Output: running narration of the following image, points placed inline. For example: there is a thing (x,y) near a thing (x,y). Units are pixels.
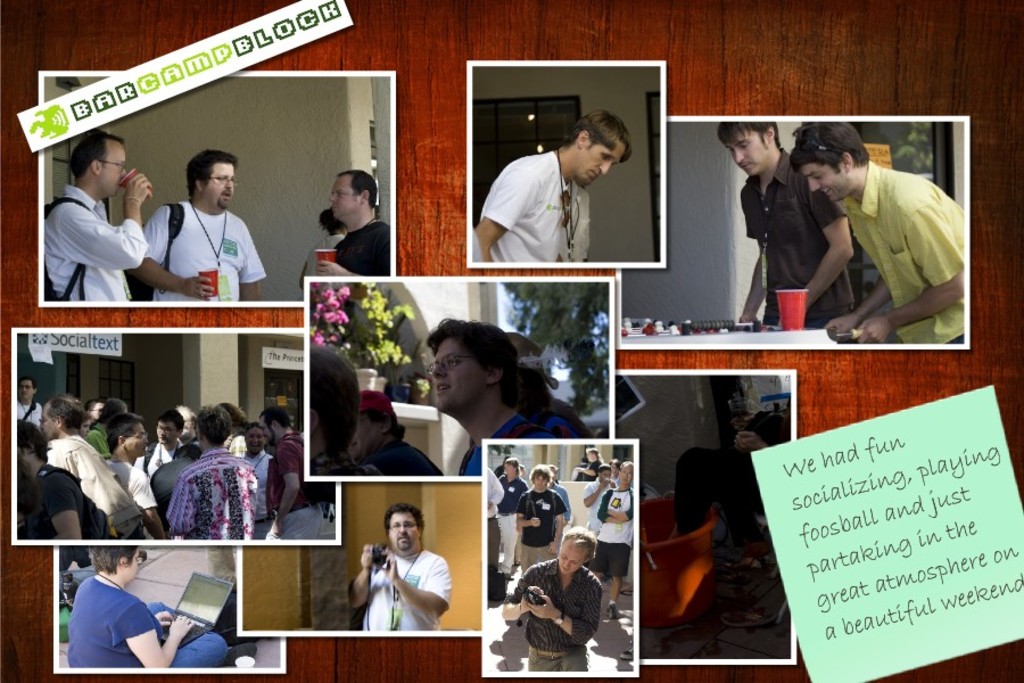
This picture is an edited picture. In this picture there are different photographs (270,289) of people (440,394). On the top left (268,189), there is a photo (240,129) with people (134,196) holding glasses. Beside it there is a photo (616,153) of a man (524,171). Towards the right (776,232) there are two men (770,246) playing. At the bottom (171,555) there is a photo (158,645) of a woman (195,647) working on laptop (197,612). Beside it there is another photo (390,527) of a person (388,561) holding a camera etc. At the bottom right (842,528) there is some text (895,527).
